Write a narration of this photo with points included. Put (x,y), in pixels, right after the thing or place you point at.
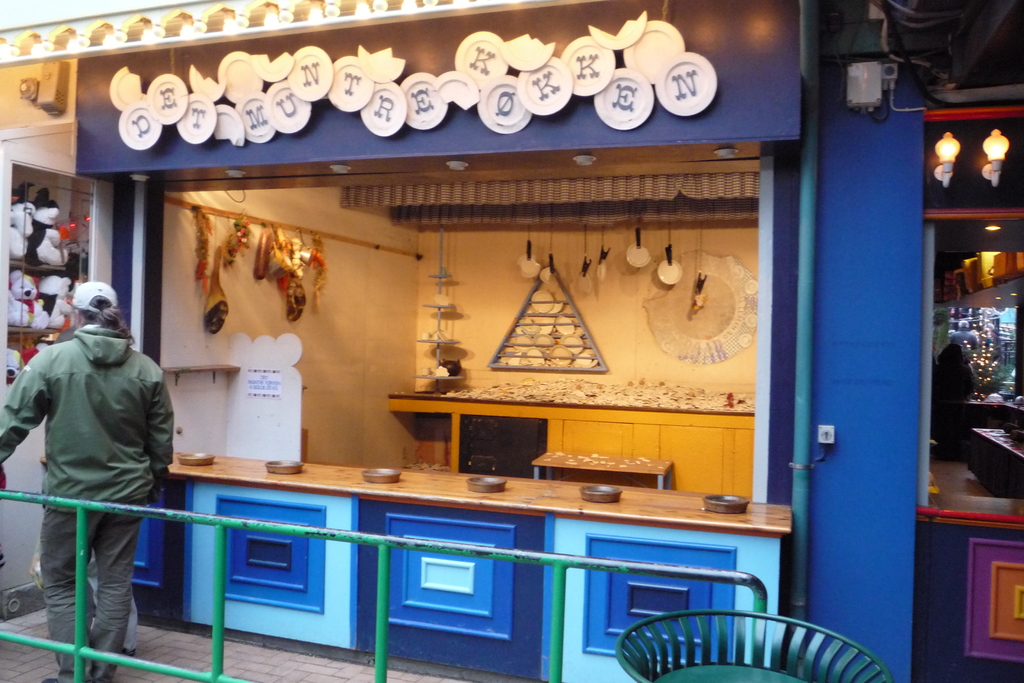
In the picture I can see a man (77,428) is standing. The man (73,413) is wearing a cap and a jacket (92,437). Here I can see a shop (496,315). In the shop (456,357) I can see objects (549,393) among them some are on a table (426,490) and some are attached to the wall (451,276). In front of the image I can see a fence (561,585), lights (989,137) and some other objects (632,638).
